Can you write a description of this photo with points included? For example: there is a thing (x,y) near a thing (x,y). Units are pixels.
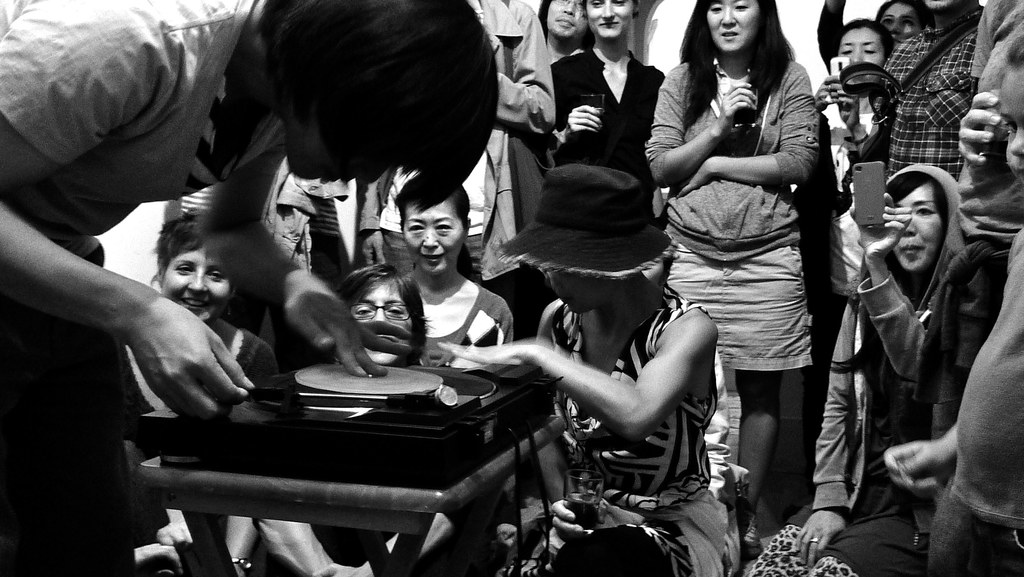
In this image I can see the group of people (545,353) with different color dresses (578,318). I can see one person (561,266) is wearing the hat (638,240) and few people (888,201) are holding the mobiles (873,217). I can see an object (405,450) in-front of few people (731,161). And this is a black and white image.
